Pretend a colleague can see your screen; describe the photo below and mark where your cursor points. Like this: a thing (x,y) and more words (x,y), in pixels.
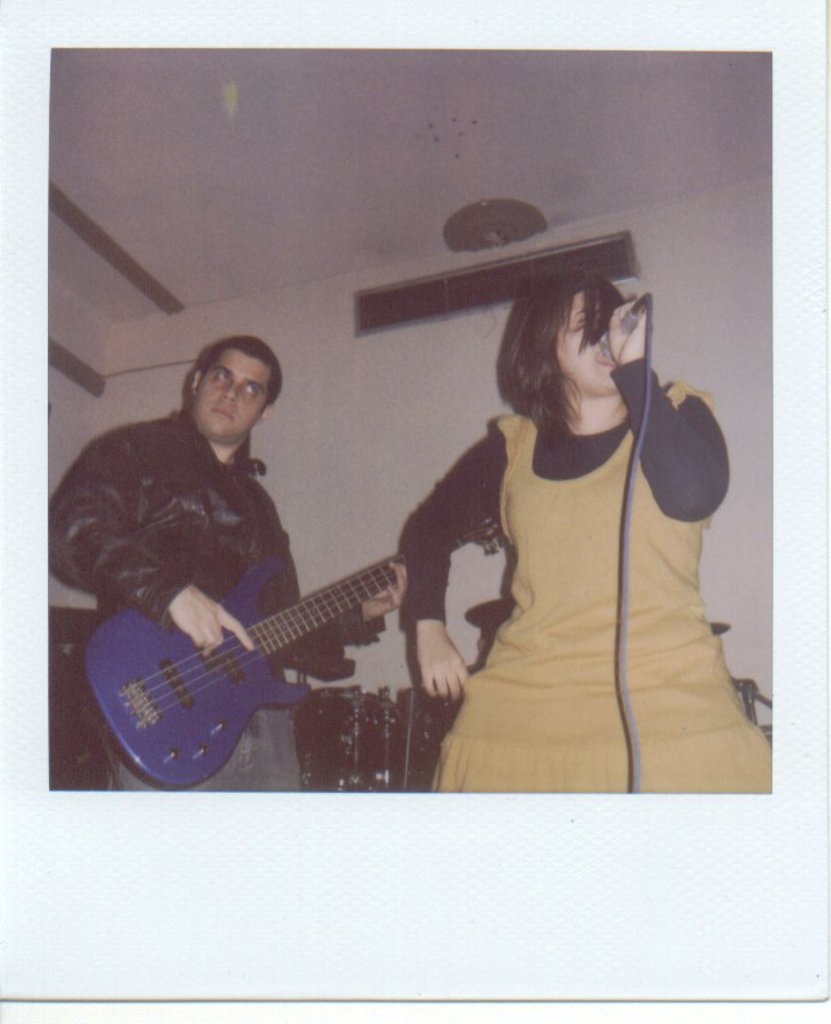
In this image there are two persons (410,569) at the left side of the image (177,642) there is a person (182,628) playing guitar (250,594) at the right side of the image (573,483) there is a person (581,480) holding microphone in her hand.
